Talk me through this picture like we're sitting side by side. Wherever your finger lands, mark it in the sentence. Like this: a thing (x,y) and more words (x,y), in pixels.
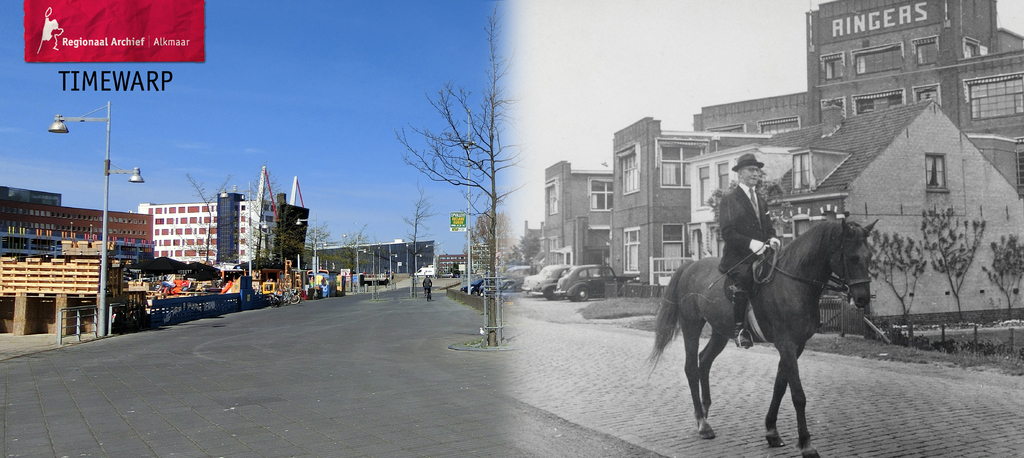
This is an image with collage. On the left side of the image (86,213) we can see a group of buildings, some people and vehicles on the road (285,385), some street poles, trees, some text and the sky (60,155) which looks clear. On the right side (781,406) we can see the black and white picture of a person (749,179) riding horse (790,304), some buildings (583,254), some cars (599,276) and the sky (645,68).
